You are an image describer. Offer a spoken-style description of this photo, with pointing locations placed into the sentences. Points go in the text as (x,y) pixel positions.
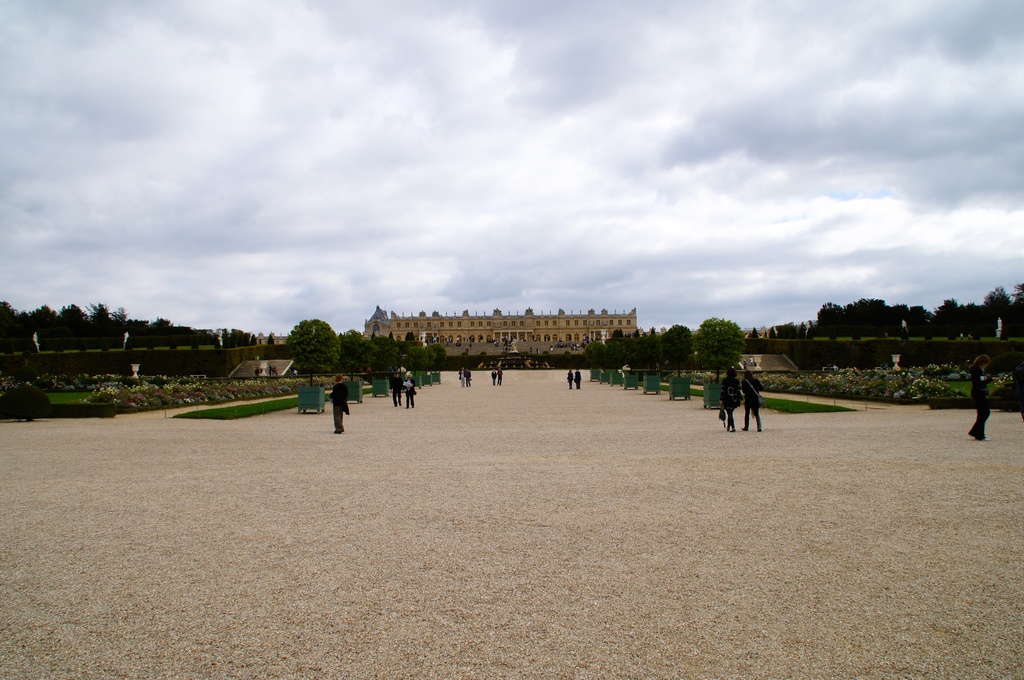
In this image I can see so many people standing on the ground (427,385), beside them there are so many trees (399,373), at the back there is a building (613,316).
